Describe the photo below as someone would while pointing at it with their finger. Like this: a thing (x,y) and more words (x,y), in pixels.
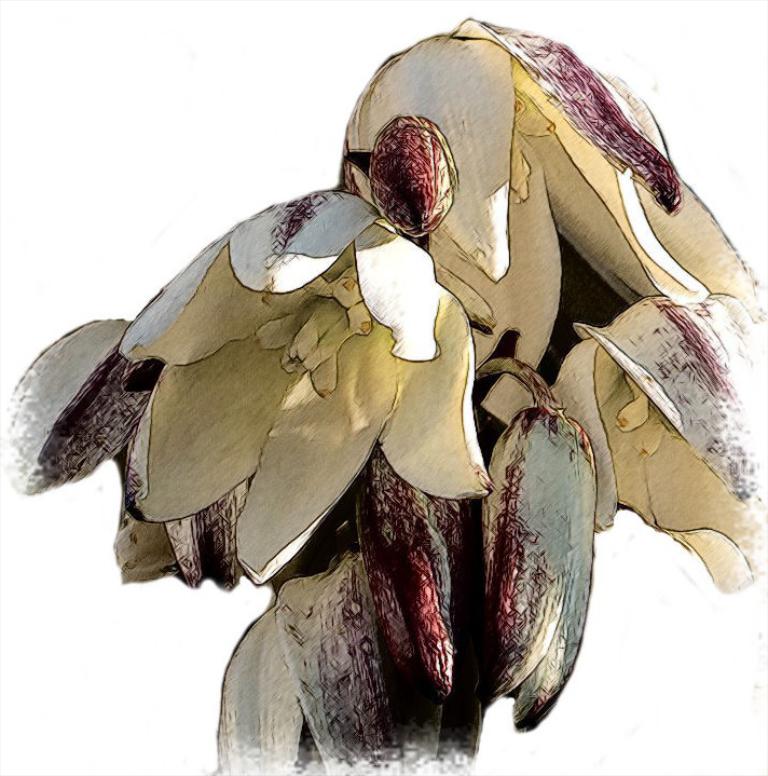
In this image we can see flowers (420,258), the background (208,39) is in white color.
